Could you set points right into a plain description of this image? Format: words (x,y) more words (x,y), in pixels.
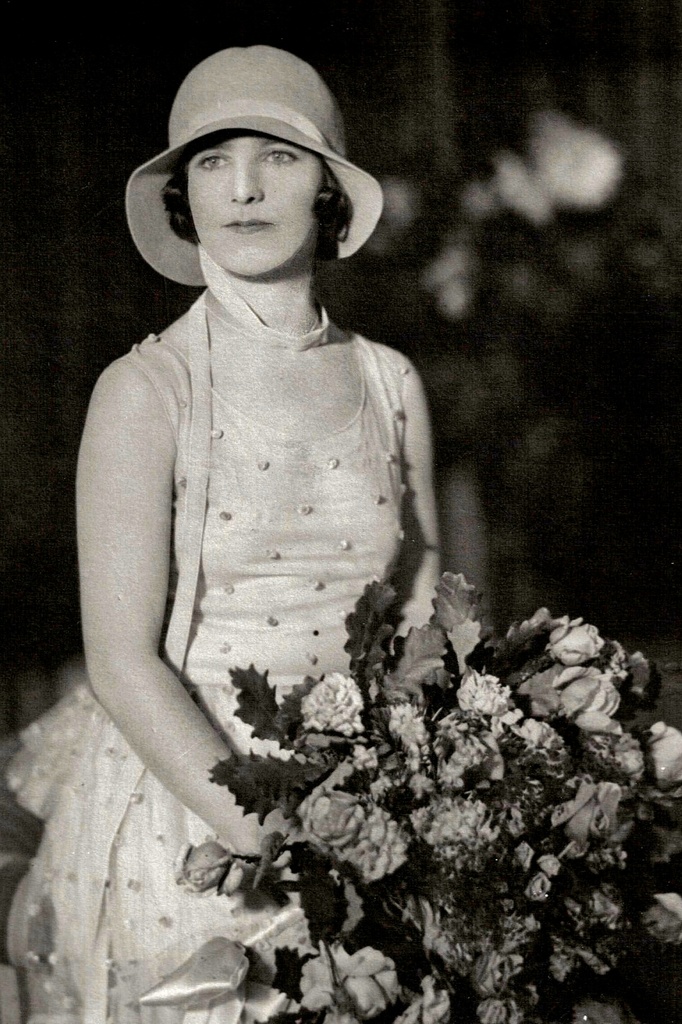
In this image we can see a lady (257,621) holding a bouquet (388,676) and wearing a hat (266,112). There is a blur background (609,320) in the image.
